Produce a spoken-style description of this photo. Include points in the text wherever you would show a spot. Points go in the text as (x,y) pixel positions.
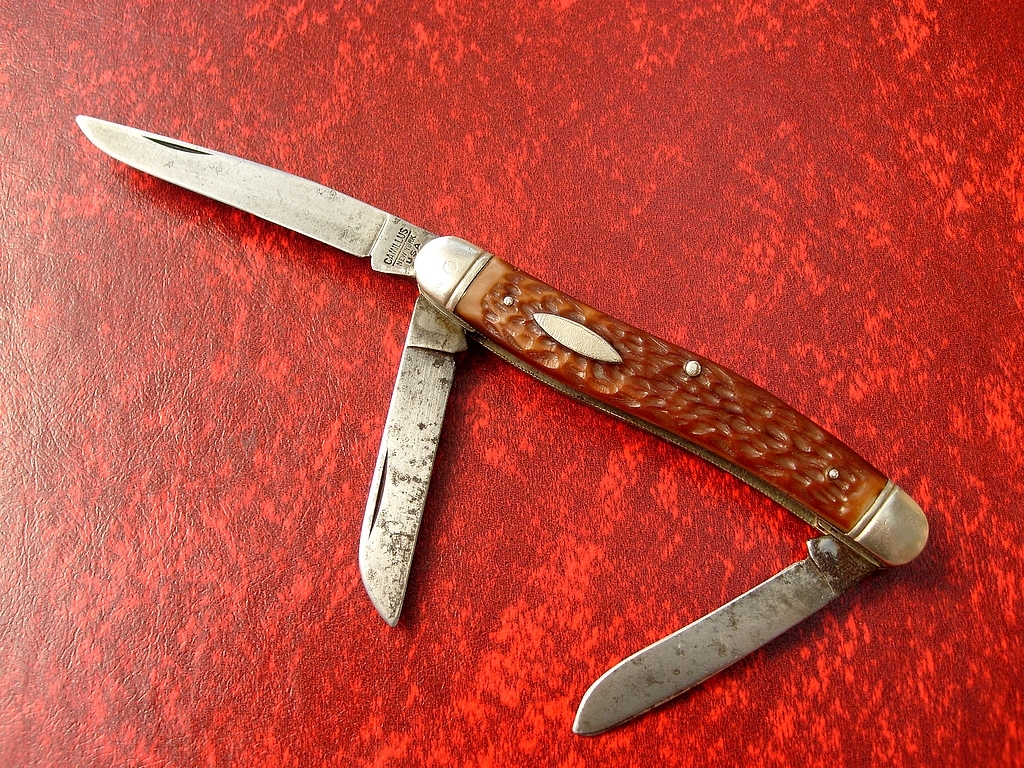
In the foreground of this image (324,197), there are three blades (441,409) to a folding knife (601,349) on a red color surface (147,506).
